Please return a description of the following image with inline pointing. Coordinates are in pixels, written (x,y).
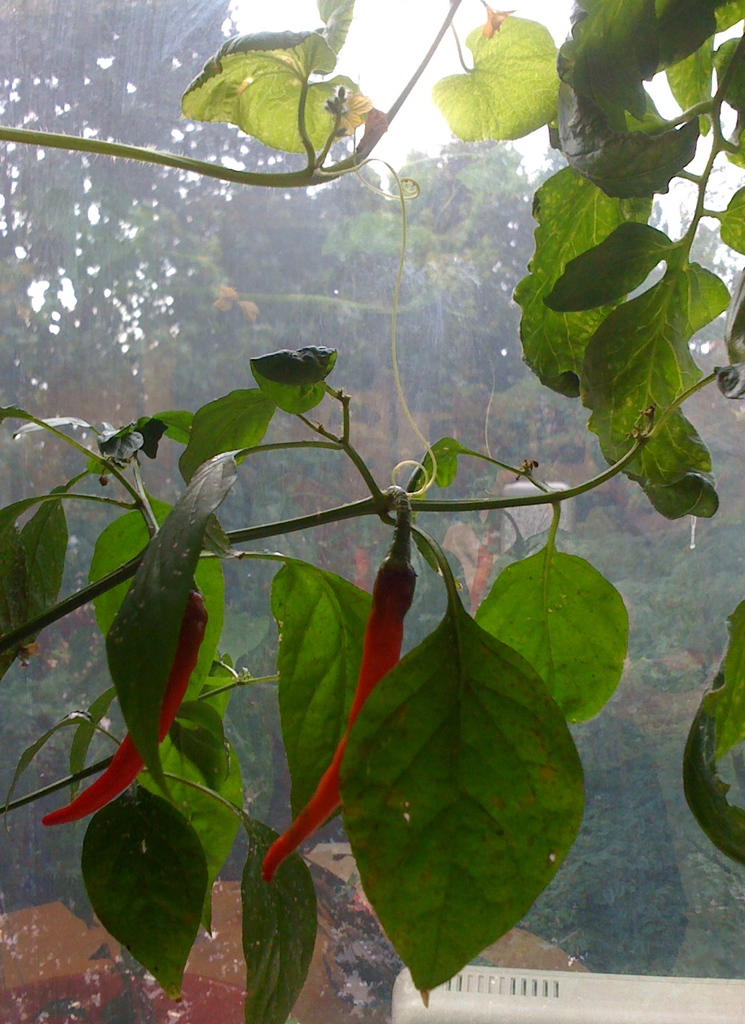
In this image there is a creeper (556,363). There are leaves (654,311) and red chilies (184,688) to the stem (308,525). Behind the creeper (433,668) there is a glass (403,285). Outside the glass (396,227) there are trees (475,413) and the sky (400,32).
